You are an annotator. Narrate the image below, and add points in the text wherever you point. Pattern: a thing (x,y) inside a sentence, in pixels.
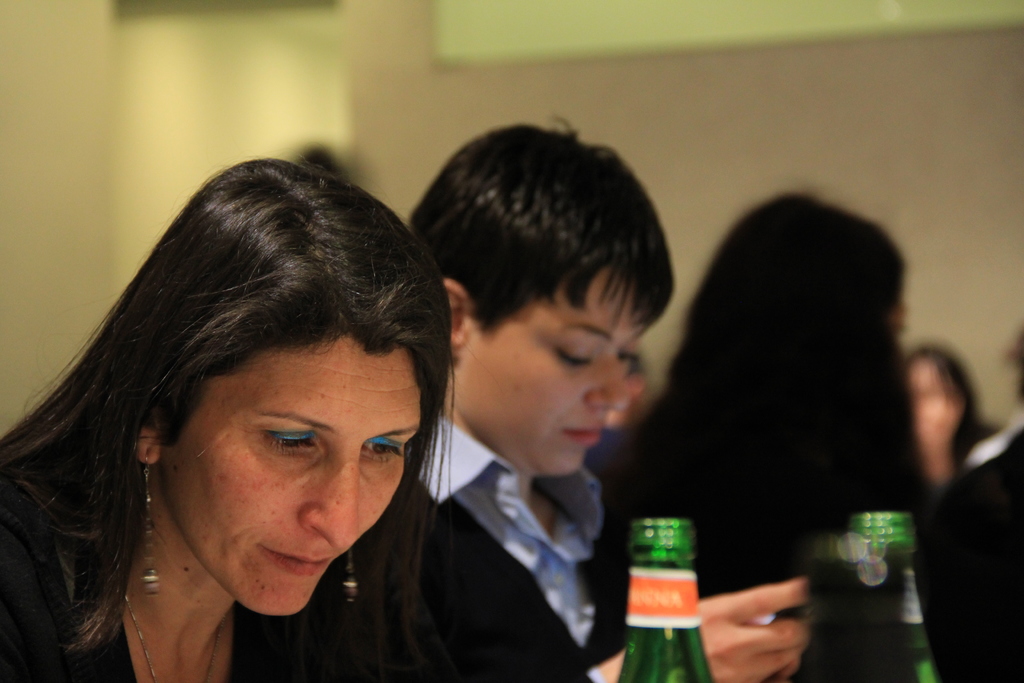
In this image there are group of people (557,352). The woman (544,473) with black suit (461,546) and blue shirt (447,456) is holding phone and there are bottles (889,523) in front of the woman (495,528).
